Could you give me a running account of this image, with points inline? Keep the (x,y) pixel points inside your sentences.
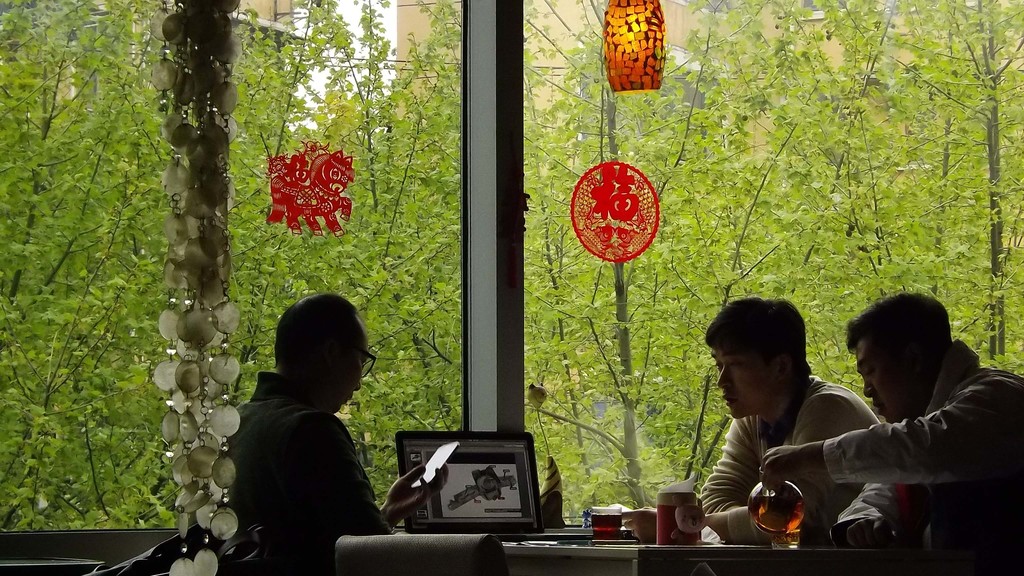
Here 3 persons (949,413) are sitting around the dining table (575,535). These are the glass walls (529,196), outside this there are trees (142,394).
